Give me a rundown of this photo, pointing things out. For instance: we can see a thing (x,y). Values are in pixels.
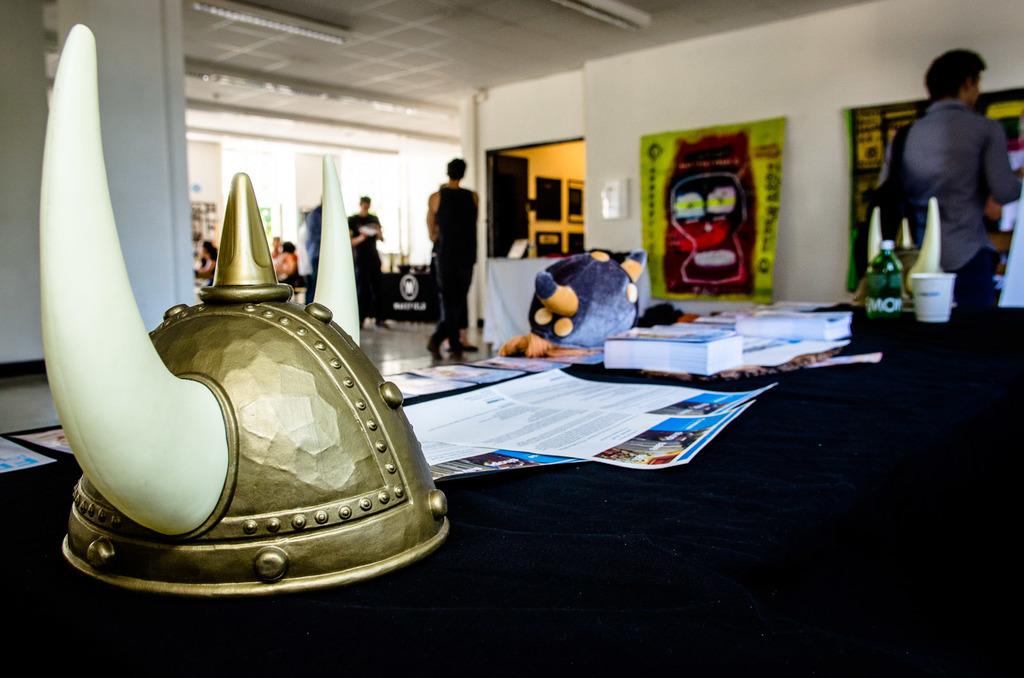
There is a hat (275,411) with two horns (339,260) attached to it, Is placed on a table (493,522) and there are also books (642,347), papers (588,396), bottle (887,293), cup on it and there are few people (949,137) standing in the background (373,239).
